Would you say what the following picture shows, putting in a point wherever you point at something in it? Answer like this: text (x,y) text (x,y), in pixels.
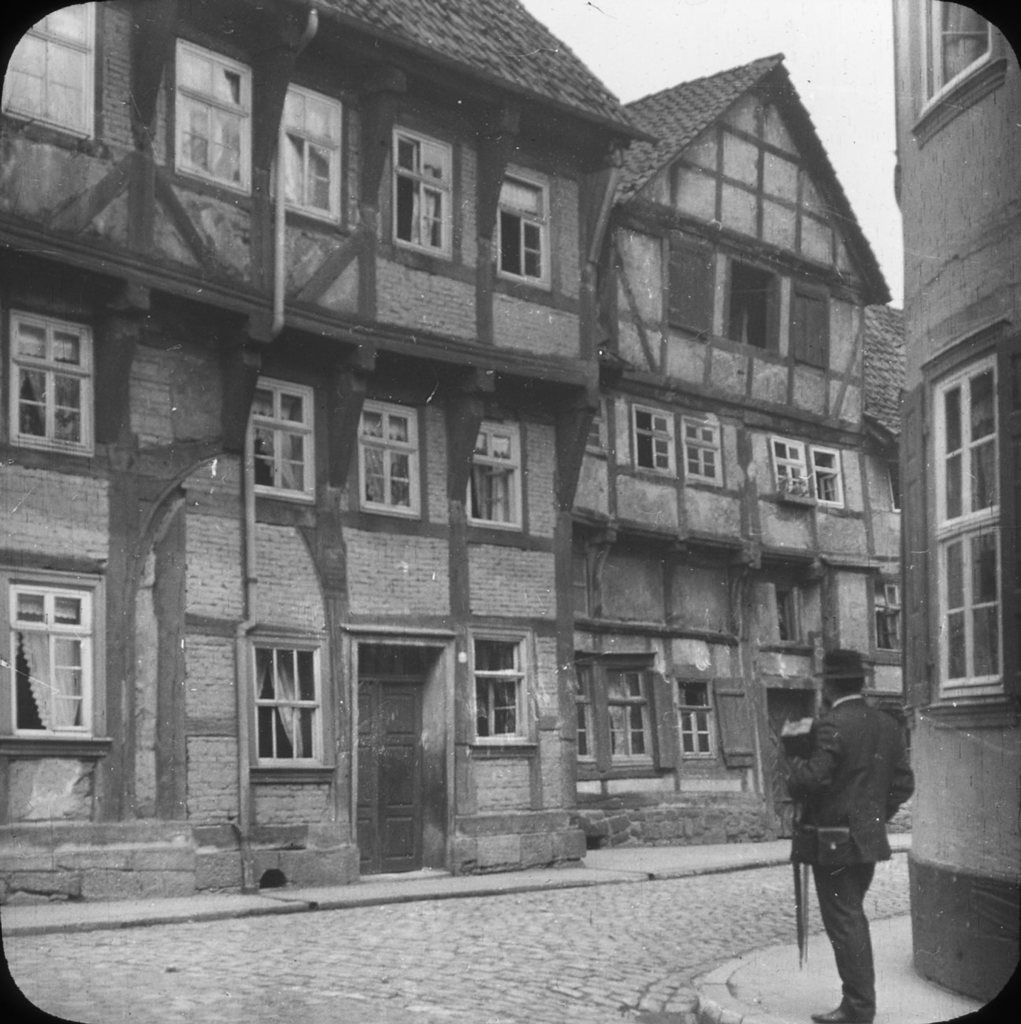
In this image I can see a person (810,837) standing, in front I can see a building (750,187) and sky (683,21), and the image is in black and white.
